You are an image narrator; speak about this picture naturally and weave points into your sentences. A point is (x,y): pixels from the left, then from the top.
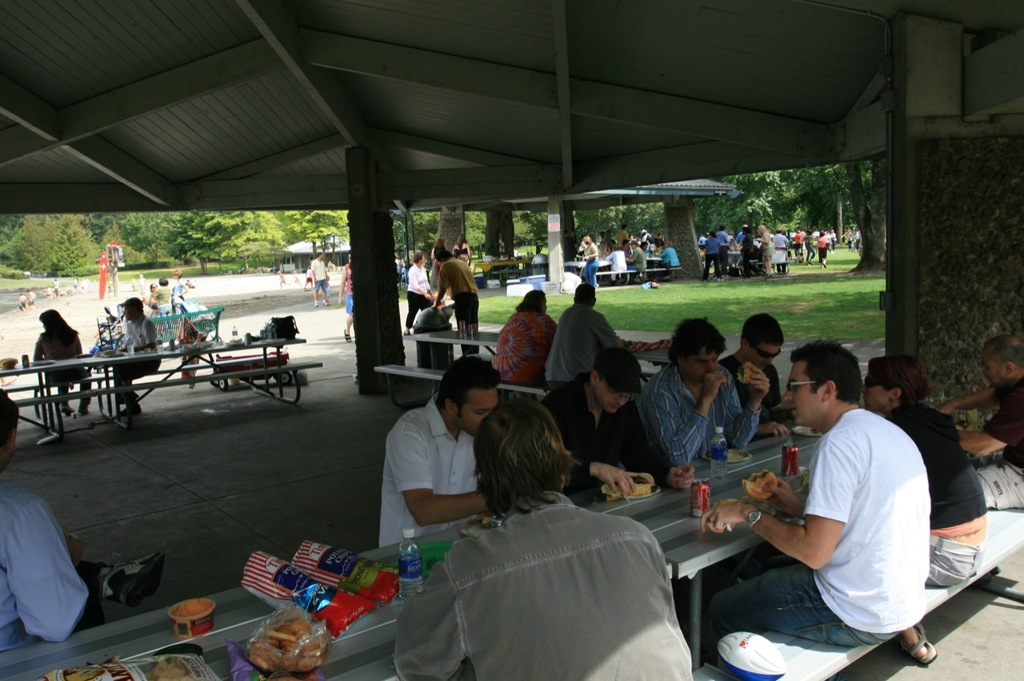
There are some people (775,532) sitting on the bench (1016,540) and eating. There is a coke (703,501) on the table (665,514) and some food item (316,594) on the tables (237,625). There are some people (728,243) who are also standing. And we can see trees (805,198) at the background (709,216) and grass (831,296) in the middle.
